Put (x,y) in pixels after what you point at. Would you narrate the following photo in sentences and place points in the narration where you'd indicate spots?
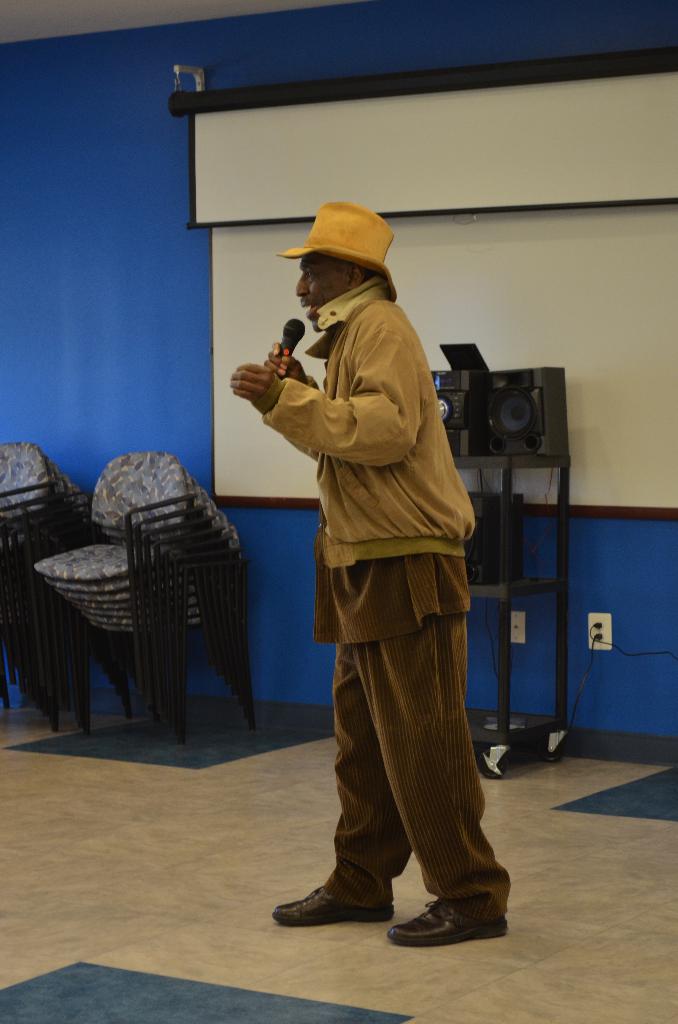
In this image I can see a person (354,352) is holding a mic (296,327) and wearing brown color dress (419,541). Back Side I can see few chairs (151,481) and speaker (521,413). I can see a white color screen (503,159). The wall (113,179) is blue color.
